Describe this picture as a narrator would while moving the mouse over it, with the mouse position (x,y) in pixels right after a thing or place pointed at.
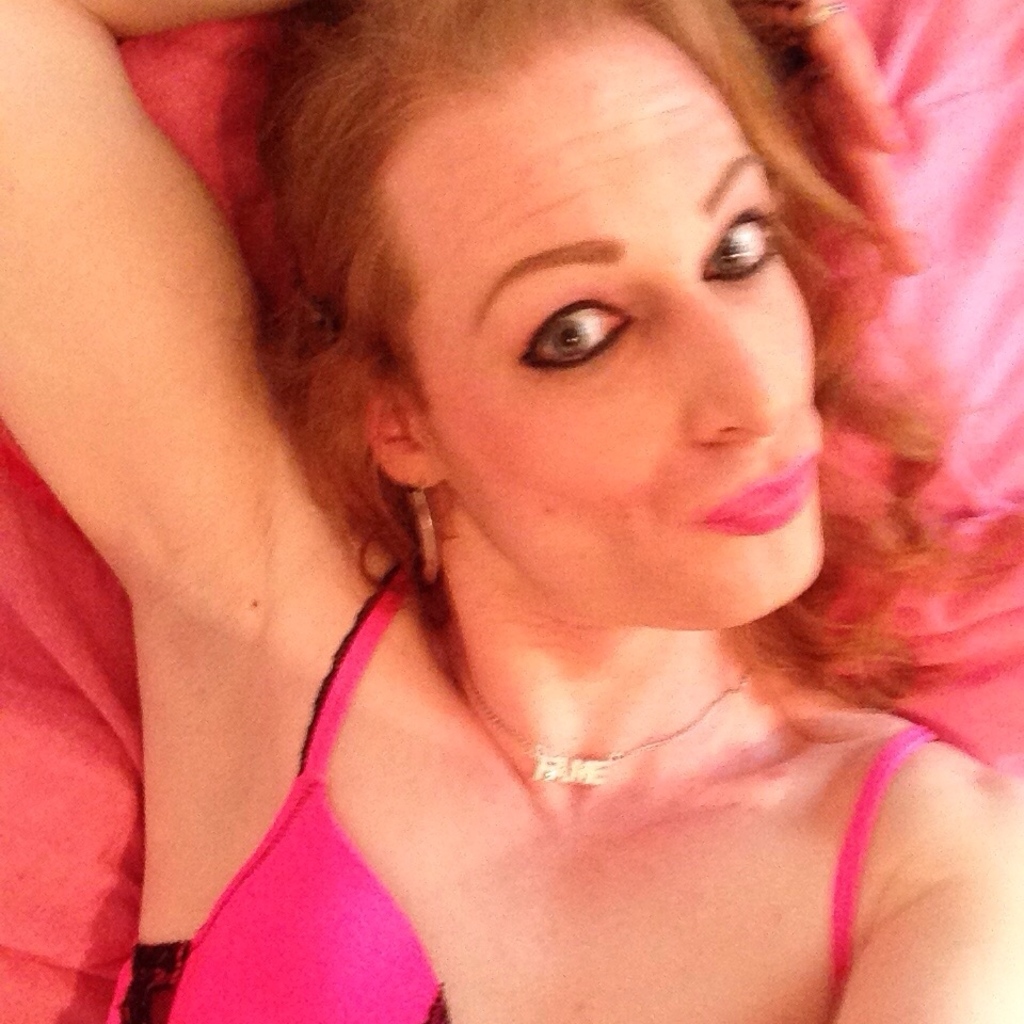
In this picture we can see a woman (406,316) she is lying on the bed (960,438).
